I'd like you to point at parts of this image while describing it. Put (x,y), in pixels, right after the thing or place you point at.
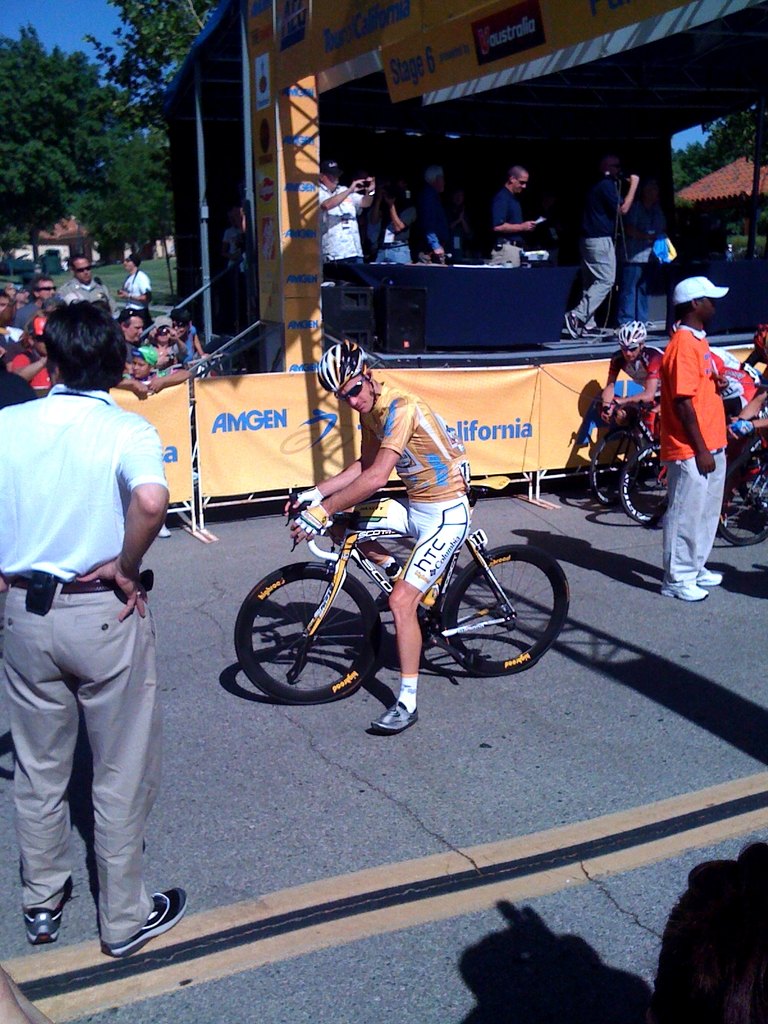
This is a picture taken in the outdoors. It is sunny. The man (421,473) in yellow t shirt (402,451) was riding a bicycle (375,623). Background of the man (418,577) there are banners (219,435) and group of people (124,370), trees (76,178) and sky (81,29).
